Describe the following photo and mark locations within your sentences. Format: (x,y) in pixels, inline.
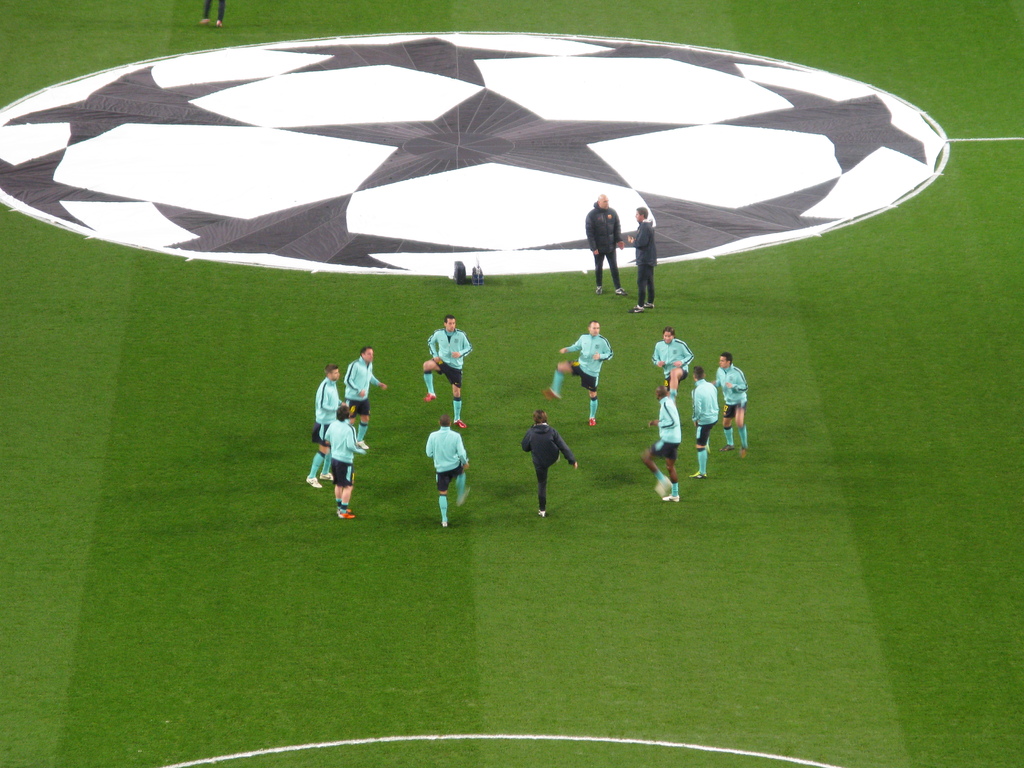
In this image, there are few people (460,378) standing. It might be a cloth (330,95), which is black and white in color. I think this is a ground (322,654). At the top of the image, I can see a person's legs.
